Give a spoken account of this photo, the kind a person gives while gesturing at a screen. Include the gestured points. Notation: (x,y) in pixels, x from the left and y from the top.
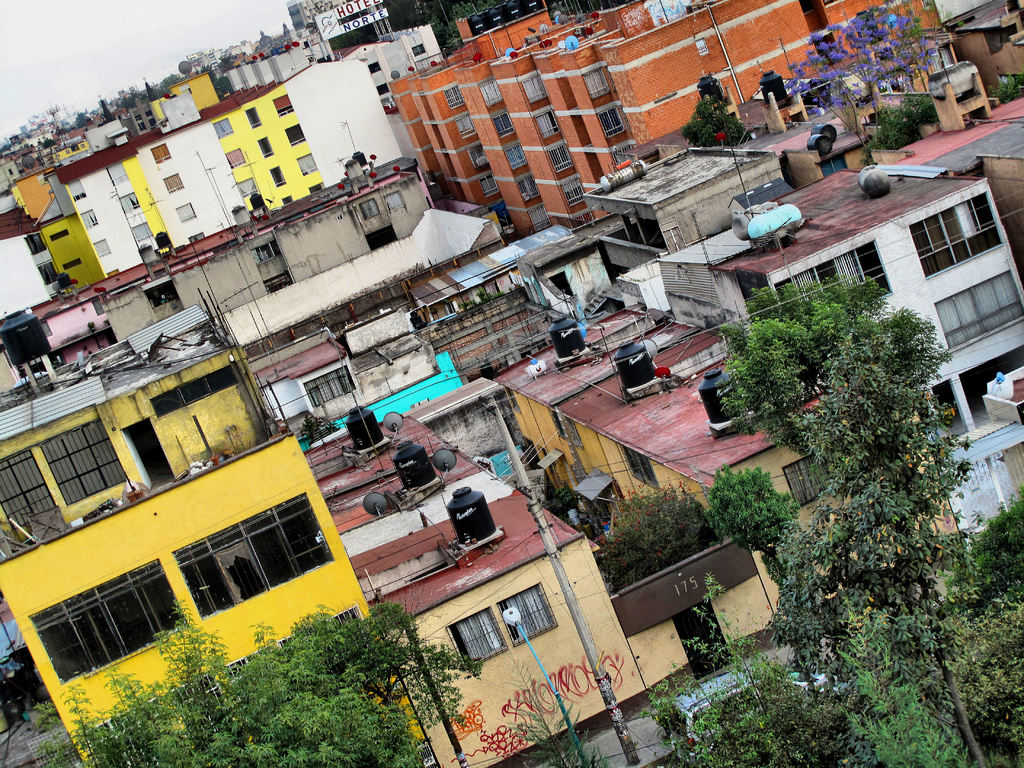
In this picture I can see buildings (647,425), trees (995,599), poles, and in the background (97,68) there is sky (128,45).
